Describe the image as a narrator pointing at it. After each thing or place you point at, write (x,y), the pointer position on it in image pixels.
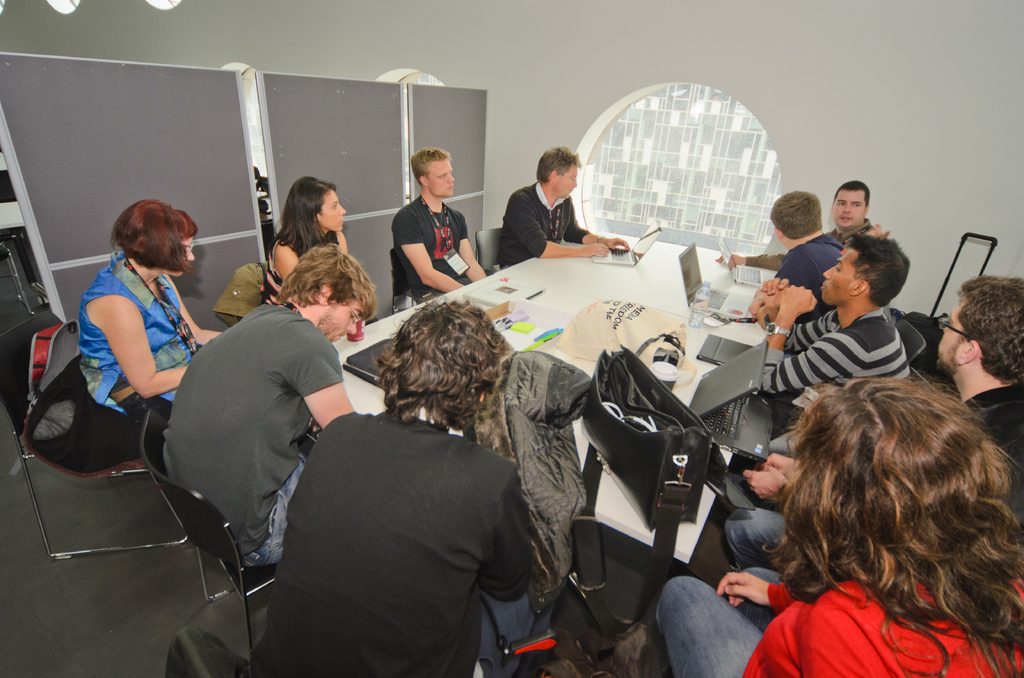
Here we can see group of people (904,382) sitting on chairs (478,232) with a table (650,279) in front of them having laptops (709,386) and bags (664,328) present on it
